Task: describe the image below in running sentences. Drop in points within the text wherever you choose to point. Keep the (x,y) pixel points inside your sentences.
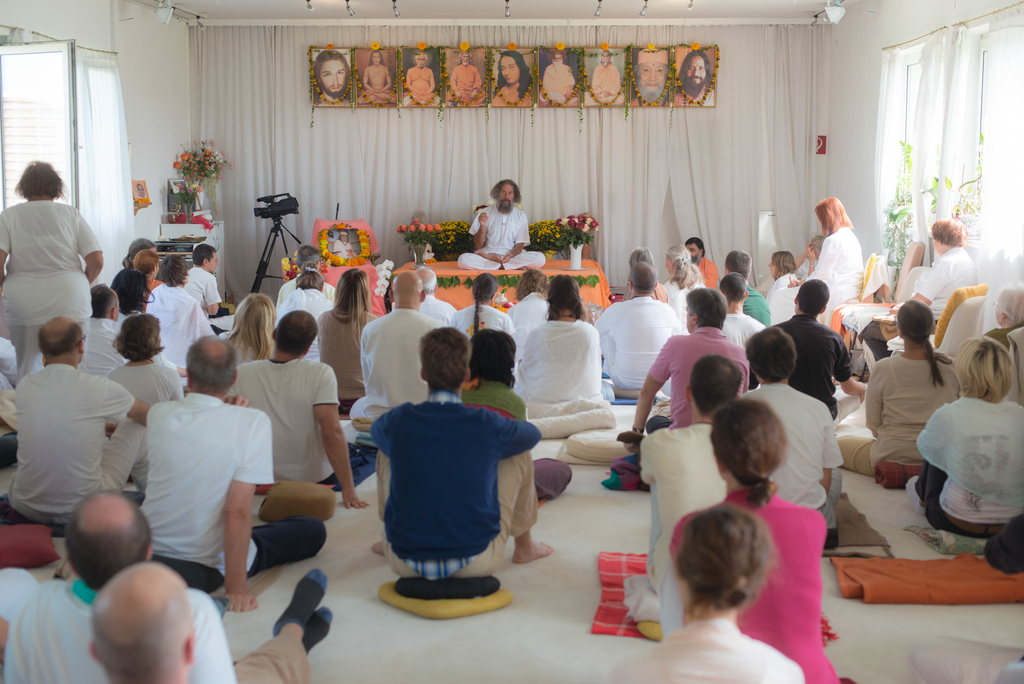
In this image we can see a few people (519,426) sitting on the floor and a few people (1014,326) sitting on the chairs (897,291). And the other person (513,258) sitting on the table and there are flowers (188,199), boxes (184,234) and few objects (197,241). At the top (721,156) we can see the curtains (386,232) and photo frames (433,82) attached to the wall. There is a photo frame (350,249) on the table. And there are windows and lights (831,9).
